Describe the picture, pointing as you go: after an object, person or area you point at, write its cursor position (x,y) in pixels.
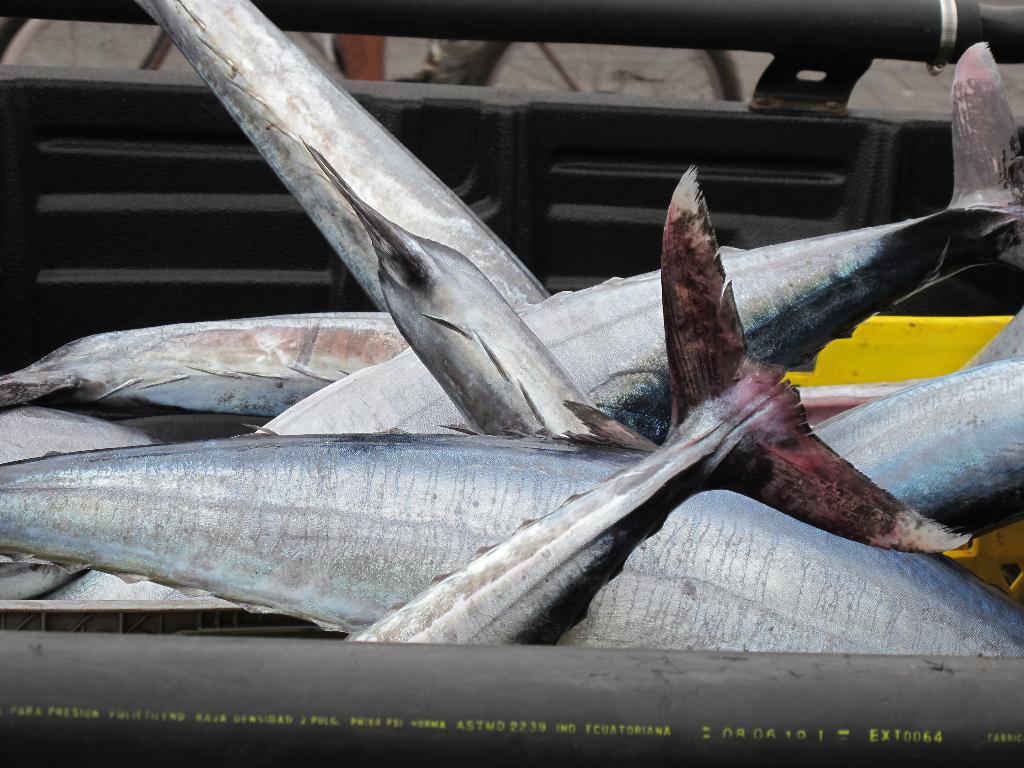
In this image we can see some fishes (504,378) in the black color tub (599,253).
